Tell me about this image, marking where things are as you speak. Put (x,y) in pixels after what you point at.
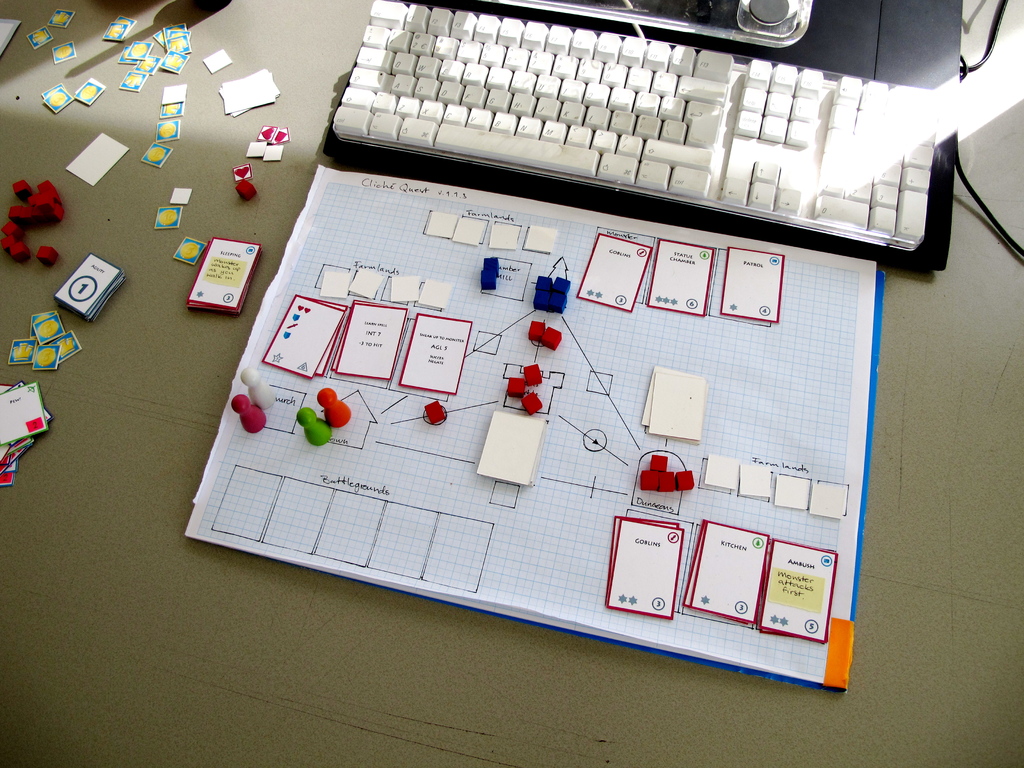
In this image I can see a keyboard (692,183), papers (818,290), cards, wires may be on the table (107,182). This image is taken may be in a room (462,481).
